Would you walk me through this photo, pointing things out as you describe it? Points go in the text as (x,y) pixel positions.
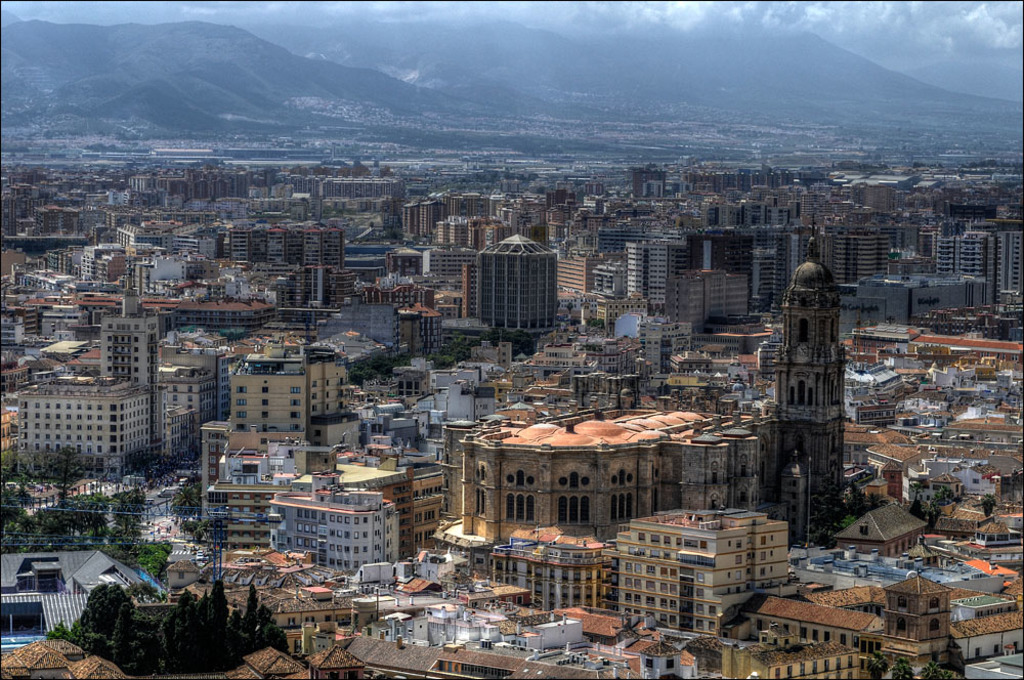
The picture is captured from the top view, it is a beautiful city (314,443) with plenty of tall buildings (399,305) and houses (418,550) and also some trees (127,598) in between and in the background (198,47) there are some mountains (524,68).
